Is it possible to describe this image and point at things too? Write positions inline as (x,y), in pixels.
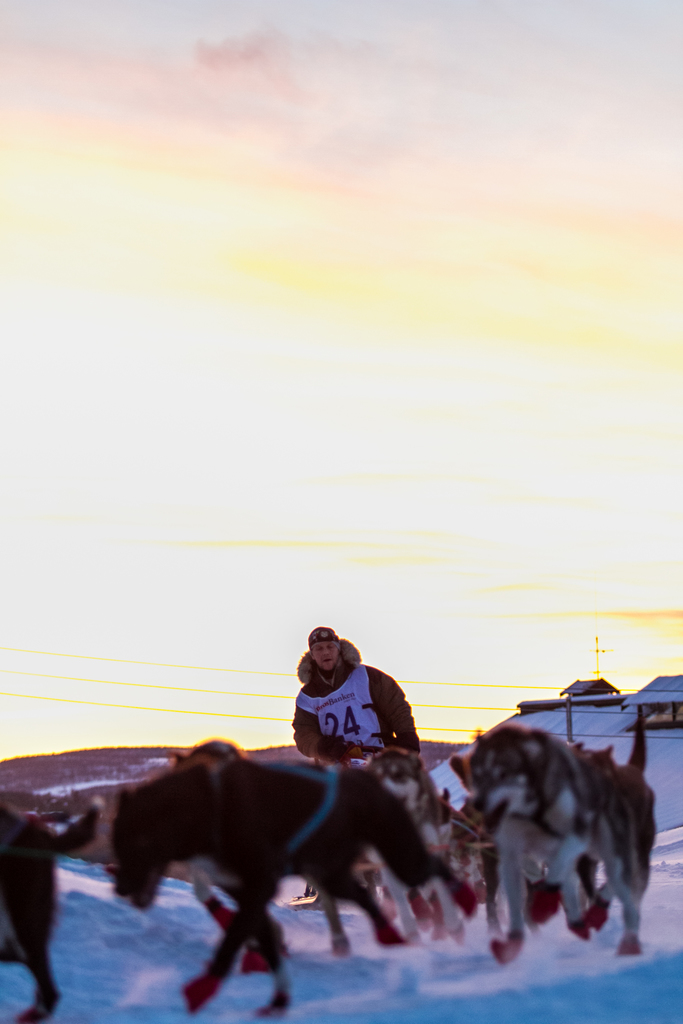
In the picture I can see the dogs (5,835) running in the snow (667,959). I can see a man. There is a house (609,732) on the right side (659,733). There are clouds (300,313) in the sky (327,323).
